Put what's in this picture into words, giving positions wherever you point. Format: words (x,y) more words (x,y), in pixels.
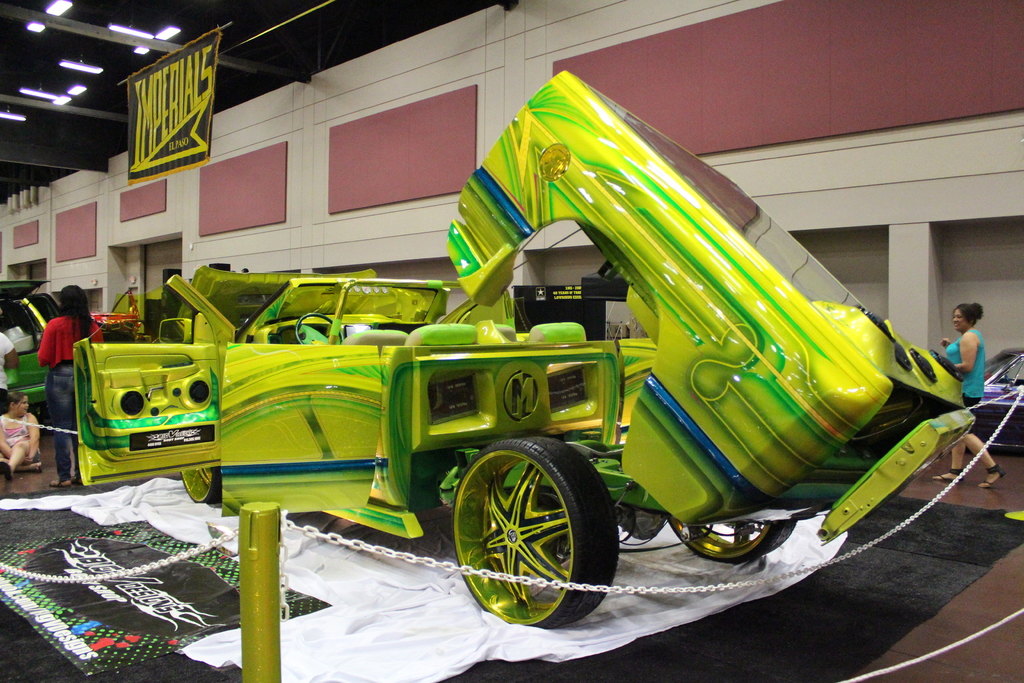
In this image in the center (535,416) there is one vehicle (285,288), and in the background (33,307) also there are some vehicles (25,344) and some persons (48,374). At the bottom (32,473) there is floor (966,497), on the floor (358,556) there is one carpet (883,597) and there is rod (256,574) and some chains (83,575). In the background (908,185) there is a wall (43,251) and some boards (260,204) and on the left side (140,129) there is one board (183,115). On the board (166,97) there is some text (161,100) and at the top (118,113) there is ceiling (115,68), pipes (71,112) and some lights (20,118).
